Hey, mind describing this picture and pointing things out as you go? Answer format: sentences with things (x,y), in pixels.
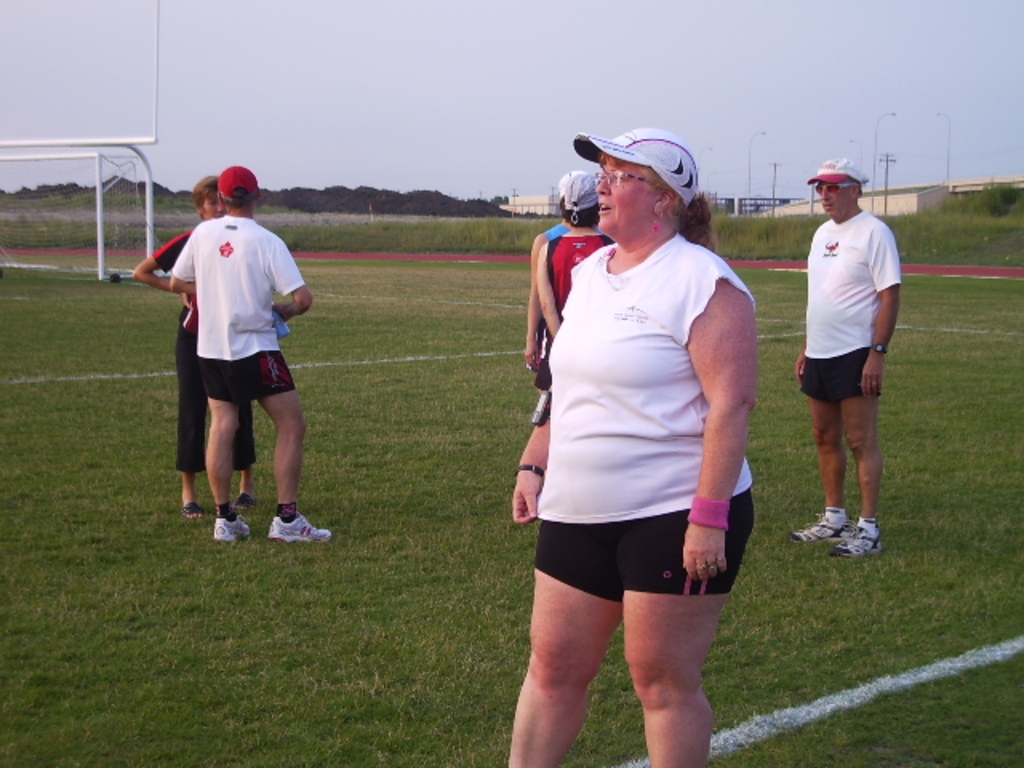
This image is taken outdoors. At the bottom of the image (173,643) there is a ground (124,571) with grass (116,455) on it. At the top of the image (239,125) there is a sky (387,105). In the background (931,209) there are a few trees (390,204) and plants (420,225) on the ground (424,223) and there are a few buildings (754,202). There are many poles (751,169) with street lights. On the left side of the image (114,141) there are a few iron bars (71,155). In the middle of the image (646,363) a woman (656,415) is standing on the ground (599,680) and a few men (266,371) are standing on the ground (790,525).
